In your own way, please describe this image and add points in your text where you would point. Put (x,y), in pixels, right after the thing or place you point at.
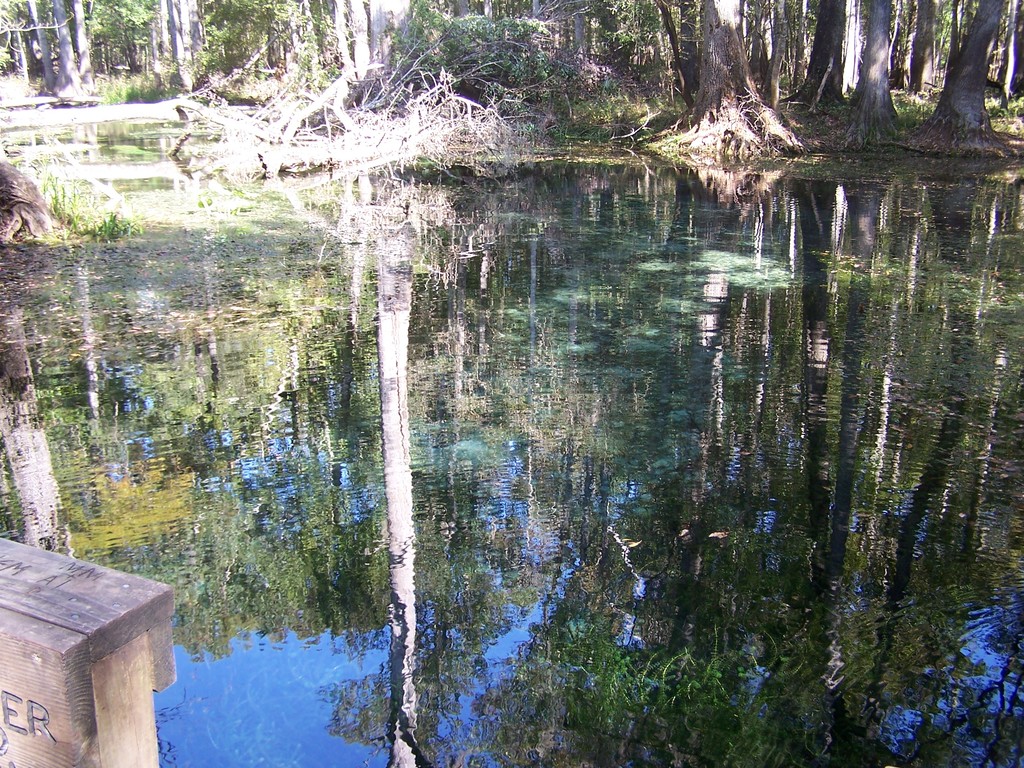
In this image in the front (490,347) there is water (563,339). In the background (435,54) there are trees (693,56) and on the bottom left (74,670) there is an object (88,699) which is brown in colour and there is some text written on the object (48,673).
